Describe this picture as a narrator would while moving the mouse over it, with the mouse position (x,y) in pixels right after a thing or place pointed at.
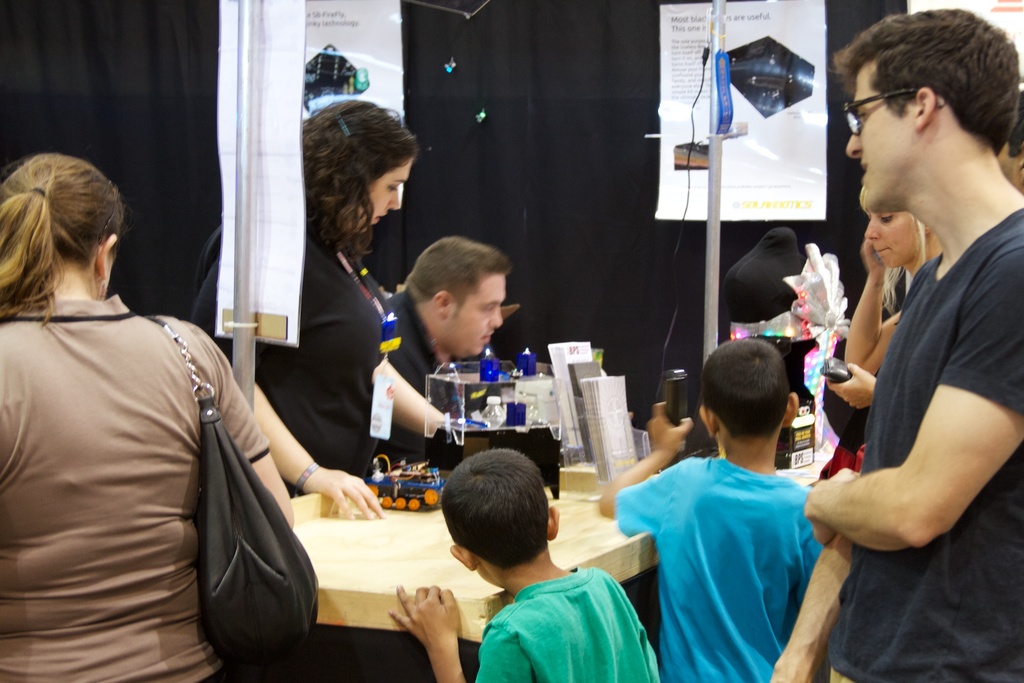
In this image I can see people (683,473) among them this woman (159,483) is carrying a bag (248,589). On the table (410,519) I can see some objects (420,490). In the background (789,167) I can see banners (739,211) and poles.
